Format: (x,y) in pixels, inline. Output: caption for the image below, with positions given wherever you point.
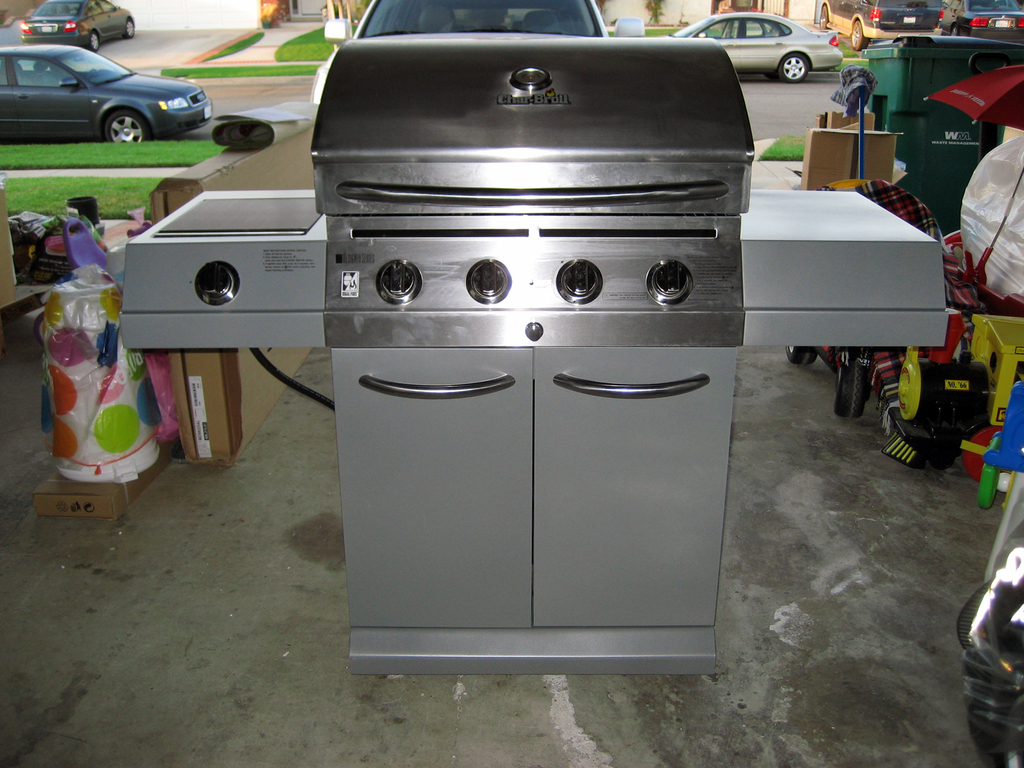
Stove (522,487) with cupboards (542,463). Background (925,163) there is a bin (958,182), umbrella (948,100), vehicles (142,124), grass (135,144) and things (940,408).
